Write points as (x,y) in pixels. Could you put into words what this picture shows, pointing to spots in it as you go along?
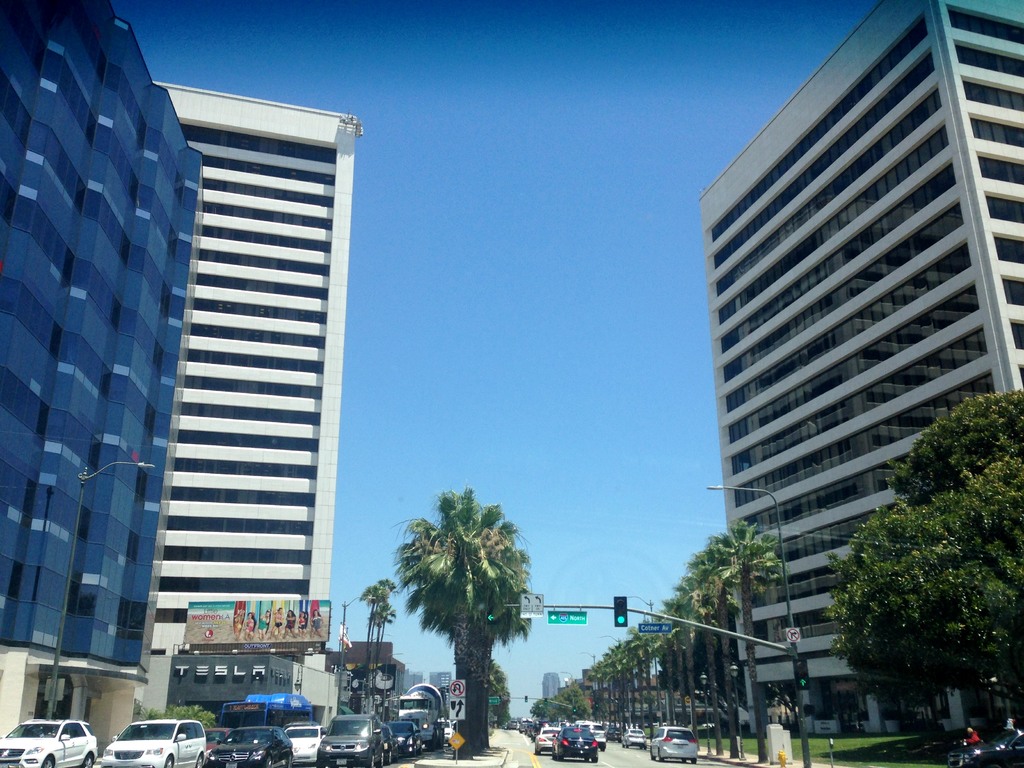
On the left (172,457) and right side of the image (801,145) there are buildings (735,497), in front of the buildings (116,585) there are so many vehicles (400,708) moving on the road (518,733), poles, trees (371,596), signals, street lights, grass (825,755) and in the background (496,298) there is the sky (527,141).
